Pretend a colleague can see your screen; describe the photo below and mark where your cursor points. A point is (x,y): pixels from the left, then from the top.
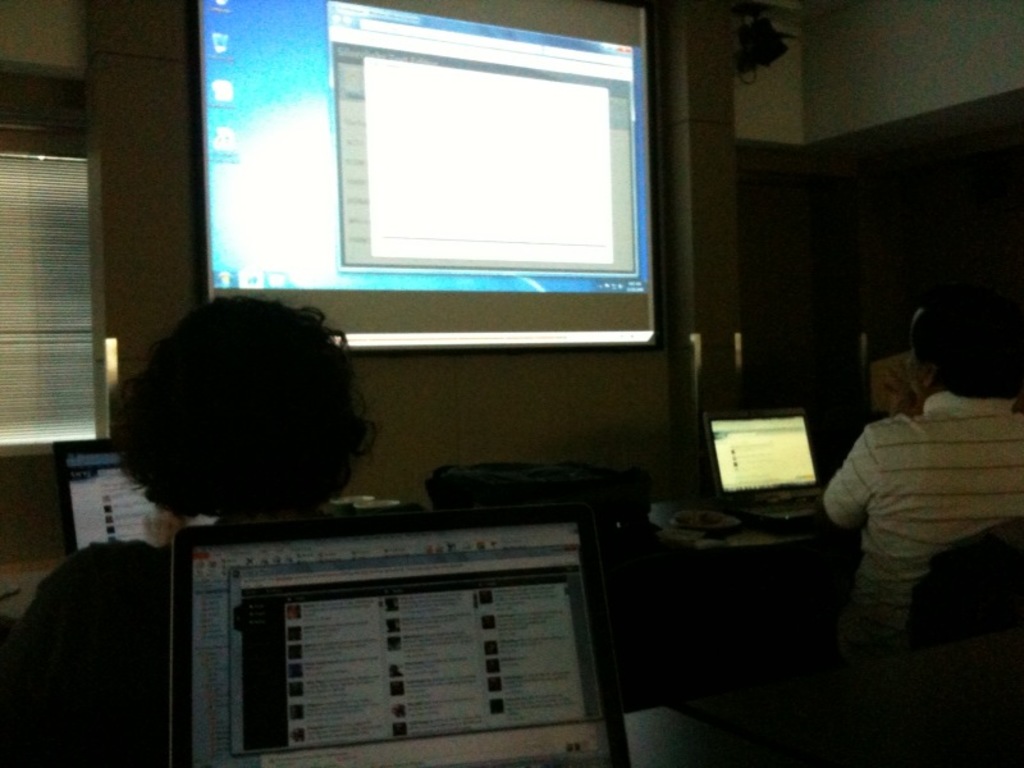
In a room (301,248) there is a projector screen (297,278) and something is being projected on that screen (419,262). In front of that some people (308,491) are sitting on the seats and they are working with the laptops (756,457), behind the screen (430,210) there is a wall (803,144) and on the left side (71,236) there is a window (28,397).
